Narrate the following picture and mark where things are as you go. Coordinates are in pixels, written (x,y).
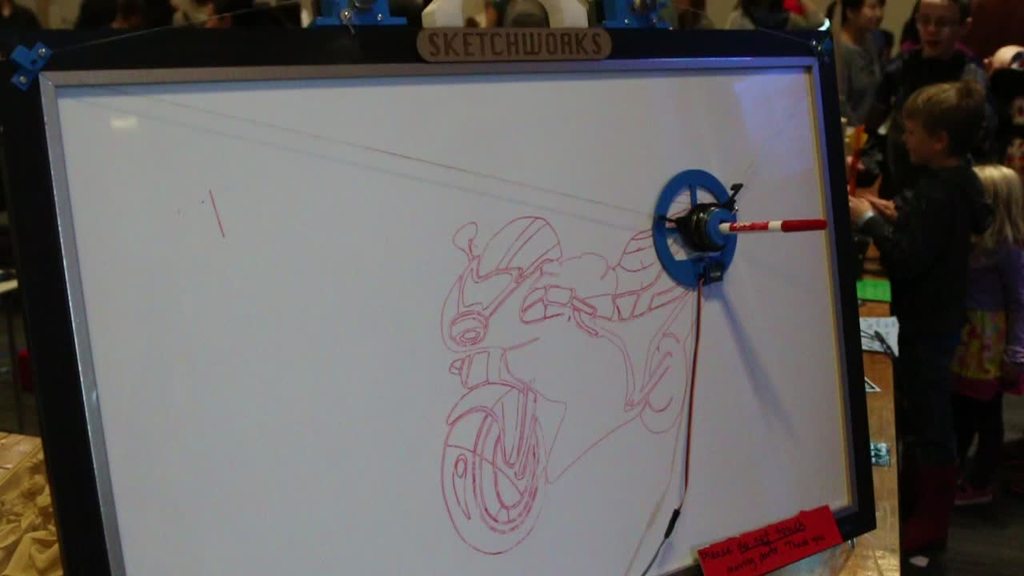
This image is taken indoors. In the middle of the image (587,308) there is a board (573,315) with an art (543,380) on it and there is a marker (734,225). At the bottom of the image (861,556) there is a table (887,543) with many things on it. On the right side of the image (870,237) there are a few people (931,156) standing on the floor (964,530).
